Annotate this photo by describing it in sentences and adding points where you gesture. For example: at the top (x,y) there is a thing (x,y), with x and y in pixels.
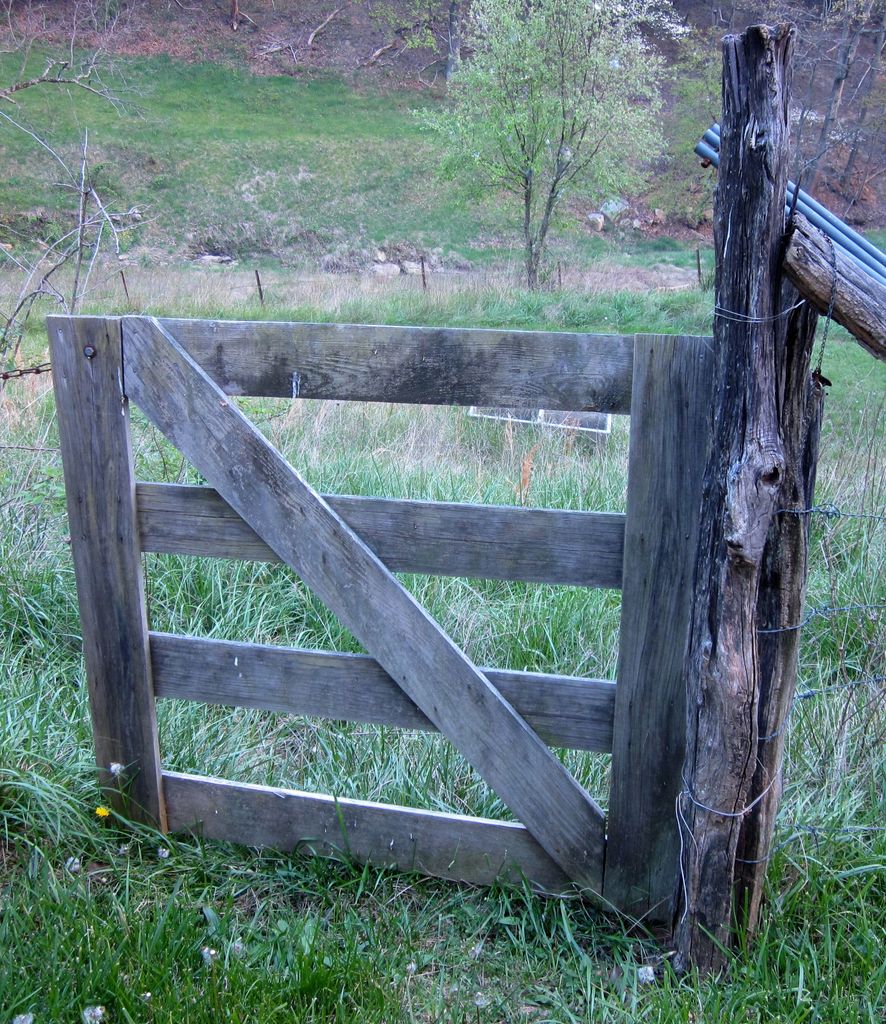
In this picture we can see a wooden door (480,538), in the background (458,494) we can find grass (568,441) and trees (590,122).
